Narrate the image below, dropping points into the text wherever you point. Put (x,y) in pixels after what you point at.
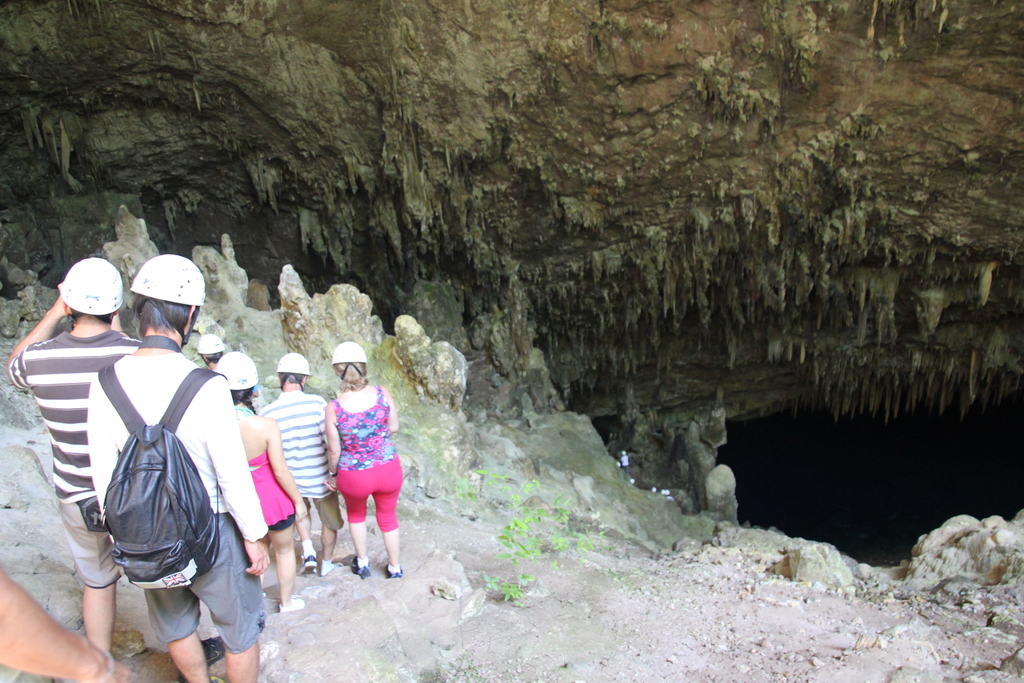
In this image I can see few persons (230,432) wearing helmets (182,290) are standing and I can see one of them is wearing black colored bag (159,511). In the background (664,205) I can see a mountain (646,207) and the cave (761,195).
